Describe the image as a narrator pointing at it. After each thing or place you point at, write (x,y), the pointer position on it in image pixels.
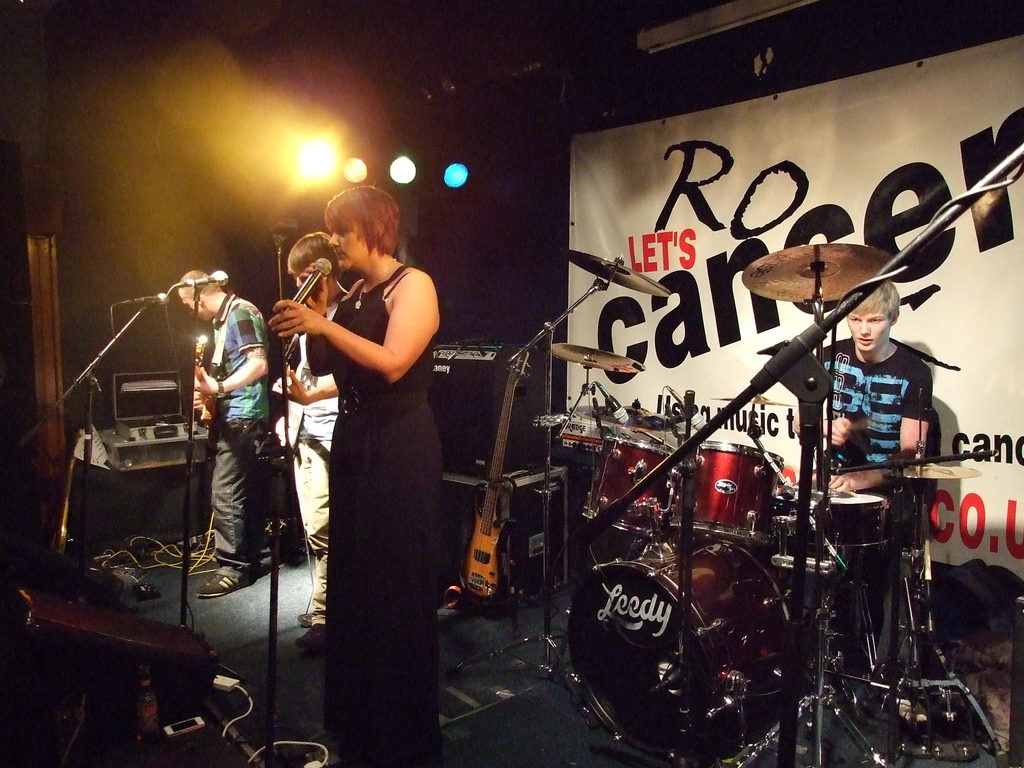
This image is clicked in a musical concert. There are four people (258,368) in this image. Three of them are playing musical instruments (737,523). The one who is on the right side (735,507) is playing drums (827,526) and 3 are in the middle (362,470). There are lights (395,167) on the top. There are wires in the bottom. On the left side (129,516) there is a speaker (111,490). Behind them there is a banner (921,263).
